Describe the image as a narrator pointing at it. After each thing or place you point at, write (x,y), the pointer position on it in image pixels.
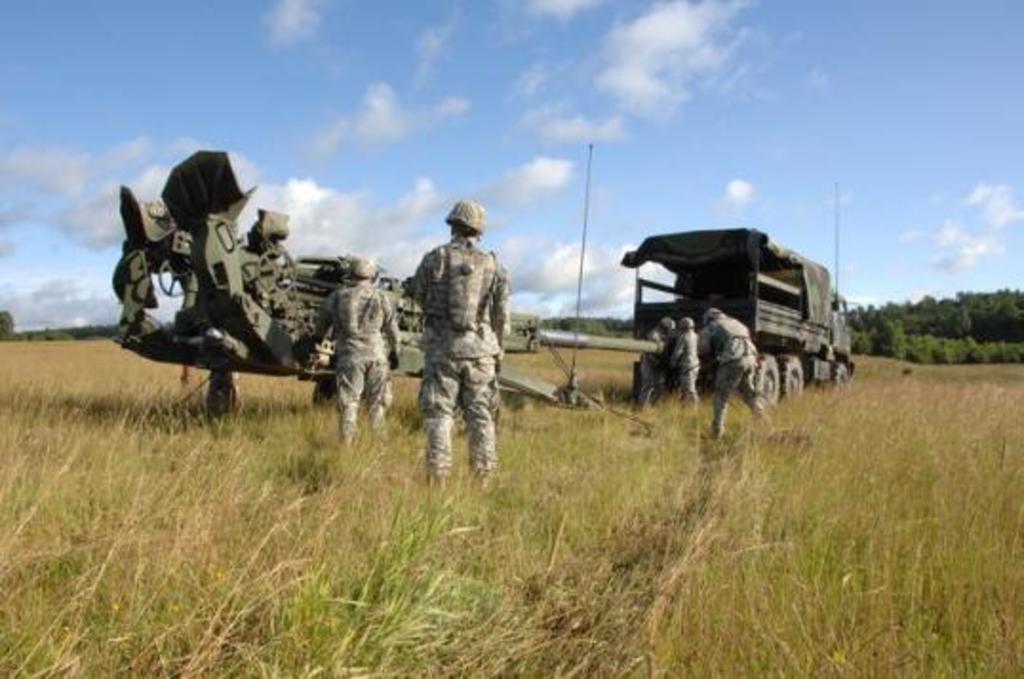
There are army soldiers (340,339), they are fixing the big gun (399,298) to a vehicle (746,308) and around them there is a lot of grass (592,470) and behind the grass (895,368) there are a lot of trees (860,323), in the background (647,124) there is a sky (705,168).
